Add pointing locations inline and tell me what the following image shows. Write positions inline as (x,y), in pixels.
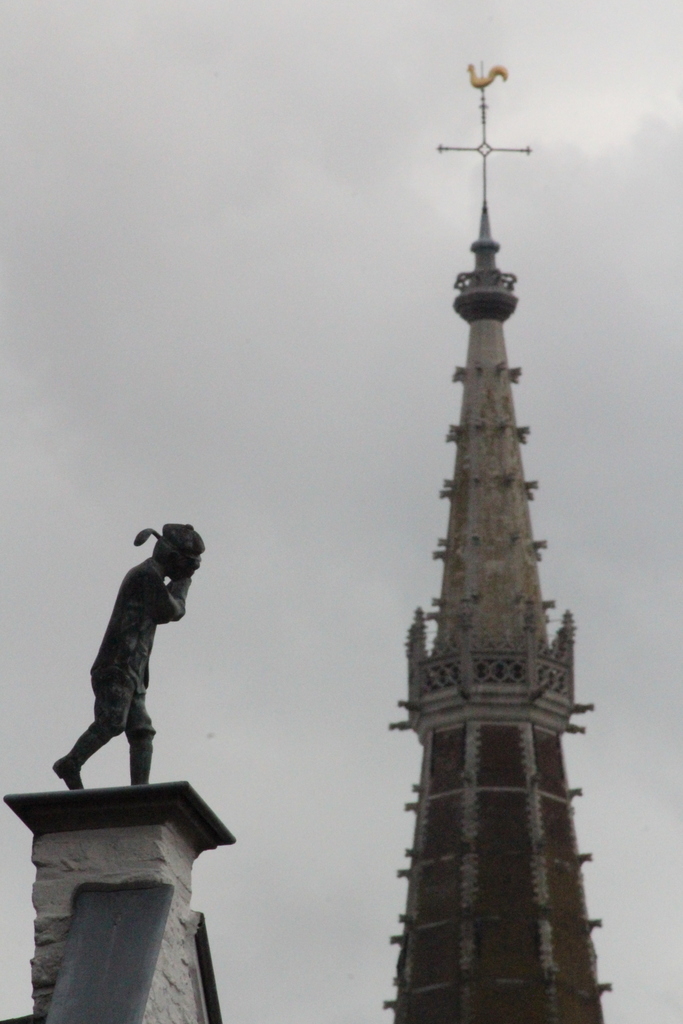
In the image there is a tower (479,580) on the right side (467,715), on the left side (132,666) there is a statue (171,552) on the building (148,819) and above its sky (167,209) with clouds (142,205).
